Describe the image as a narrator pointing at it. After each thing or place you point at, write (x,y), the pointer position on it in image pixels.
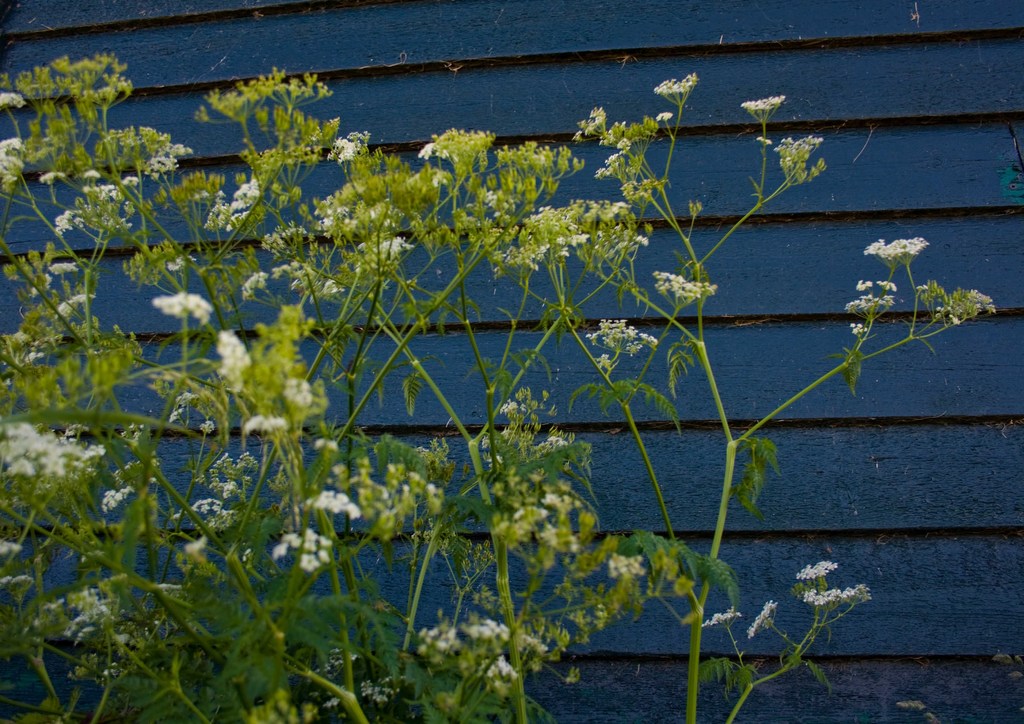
In this image there are few plants (261,327) having flowers (272,359) and leaves (408,406). Behind it there is a wooden wall (924,528) which is painted in blue color.
